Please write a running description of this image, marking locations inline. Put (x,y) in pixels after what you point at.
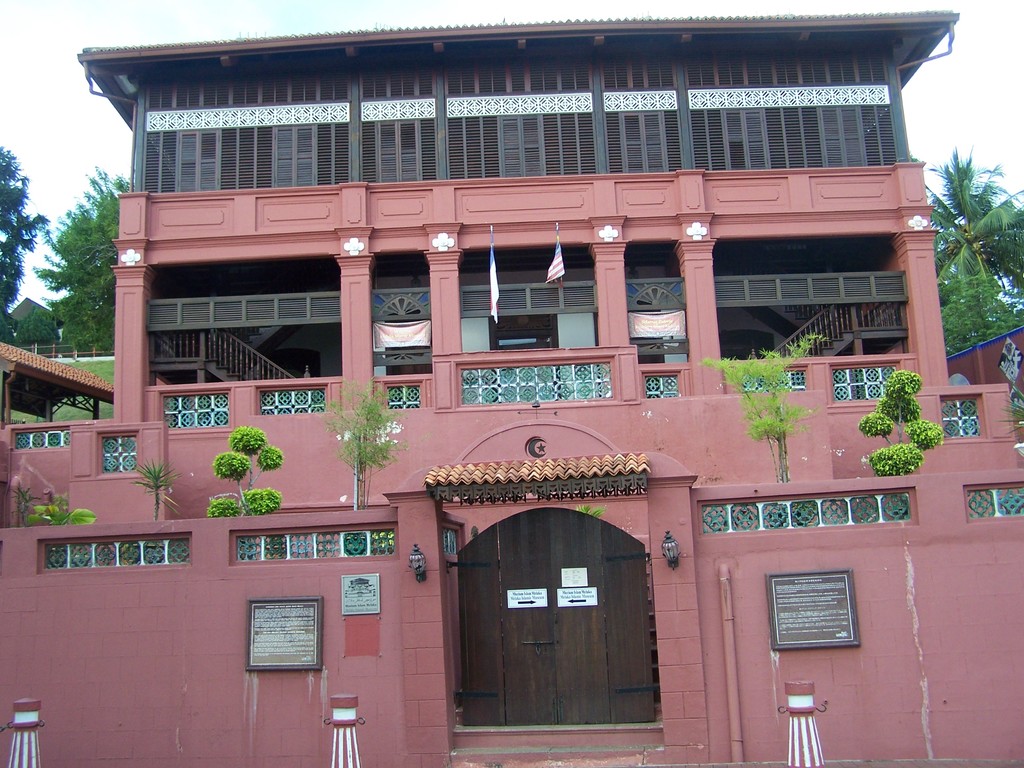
In this image I can see a building (440,253) on which there are some plants (878,424) on it. Here I can see boards (301,629) on the wall (759,614). In the background (53,197) I can see trees (41,223) and the sky (83,111). Here I can see a door (523,644).
